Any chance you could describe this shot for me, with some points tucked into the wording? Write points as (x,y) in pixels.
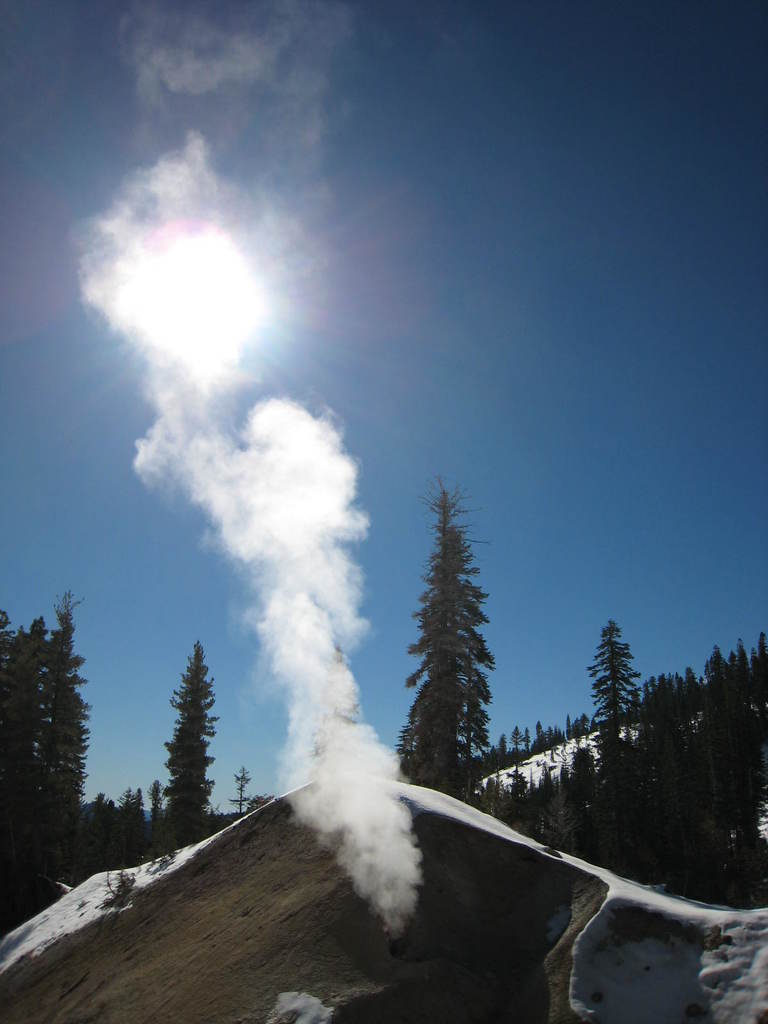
In this image in the front (309,921) there's rock (277,953) on the ground (245,926) and there is snow (602,917). In the background (626,744) there are trees (615,726) and in the center (271,519) there is a smoke (302,711).
